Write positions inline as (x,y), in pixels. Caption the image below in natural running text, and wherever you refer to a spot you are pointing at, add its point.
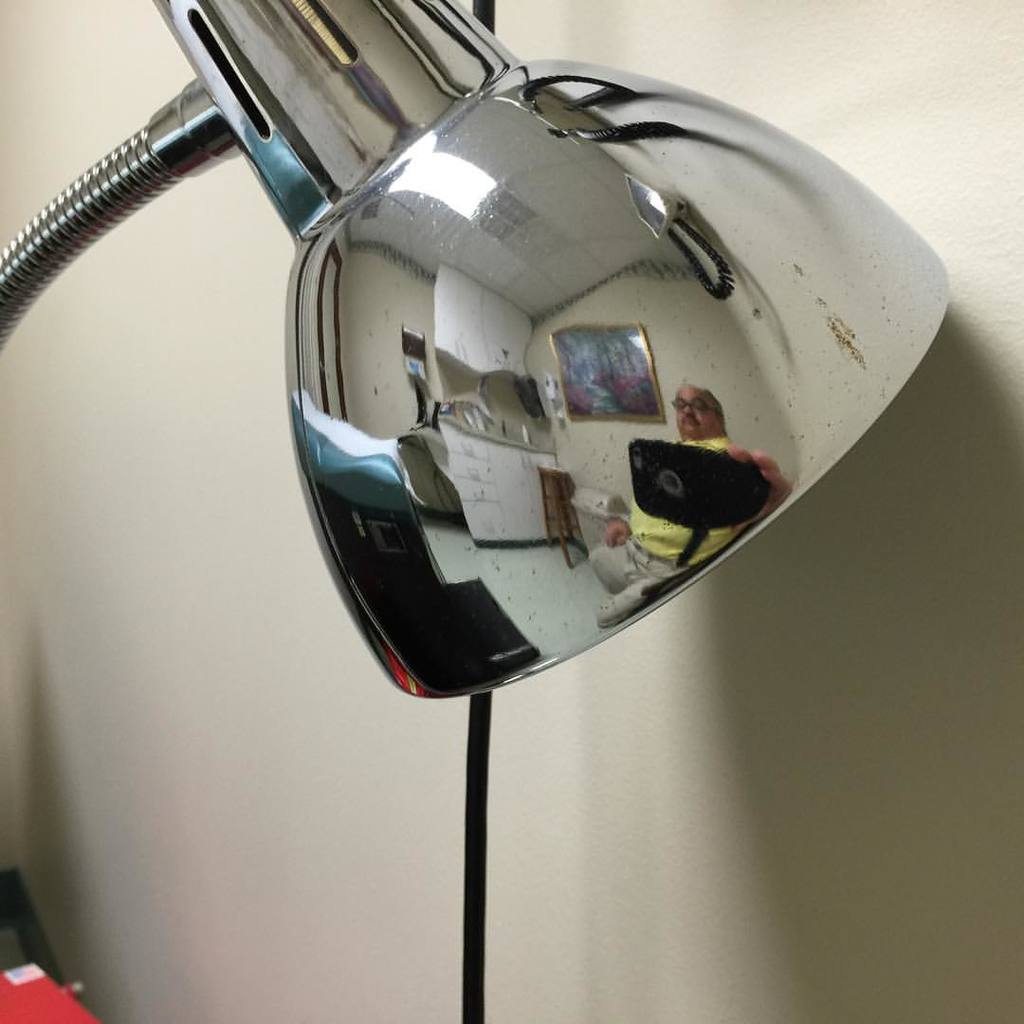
In this image we can see an object (467,236) looks like a table lamp (179,138) and on the lamp (502,551) we can see the reflection (567,487) of a person (711,433) holding a cellphone (693,475), a table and a picture frame (595,407) to the wall (731,351) and there is a wire (481,702) near the lamp (467,343).
